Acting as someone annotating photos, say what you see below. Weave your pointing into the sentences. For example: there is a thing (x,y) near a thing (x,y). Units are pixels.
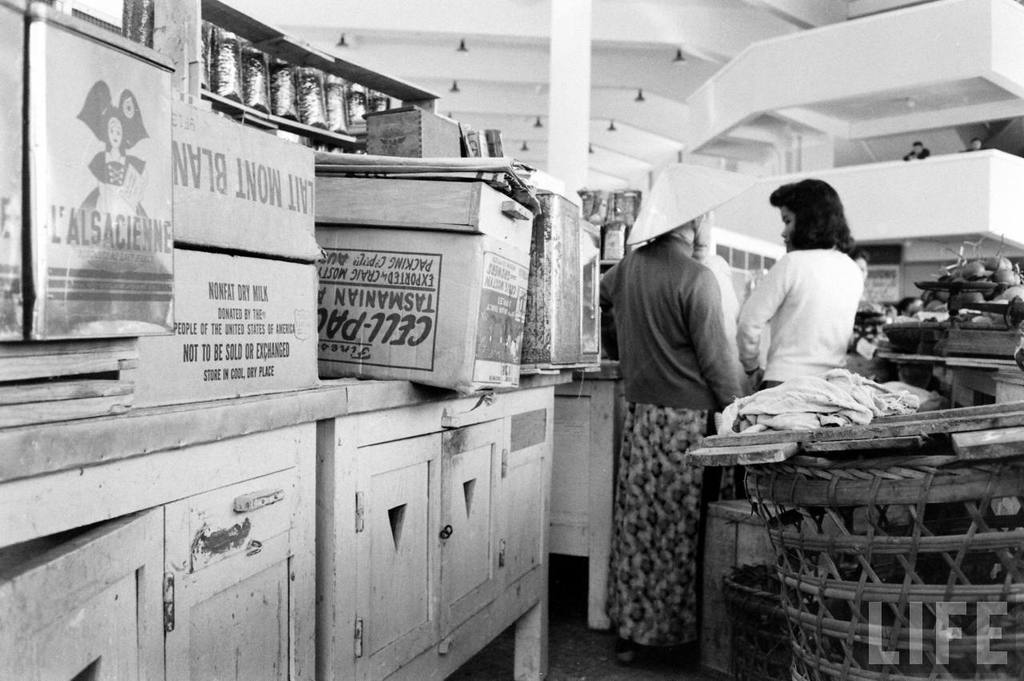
In this image I can see few cupboards (366,446), few boxes (354,311) and on these boxes (267,279) I can see something is written. On the right side of the image (806,425) I can see a basket (985,536), a cloth (781,423) and I can also see few people (659,344) are standing. On the top side of the image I can see few black color things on the ceiling (500,38) and I can see this image is black and white in color.
